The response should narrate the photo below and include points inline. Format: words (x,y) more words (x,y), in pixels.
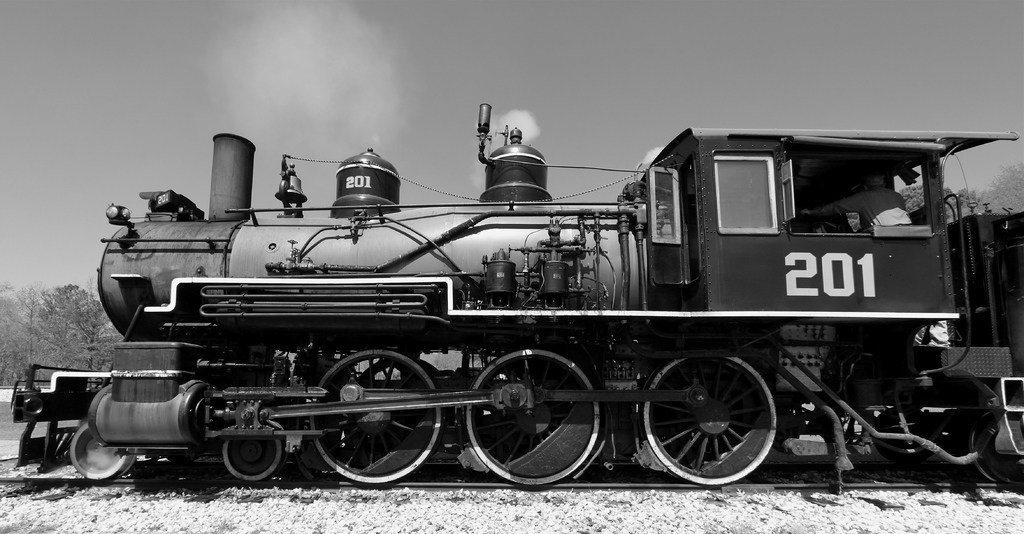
Here in this picture we can see train engine (344,200) present on the railway track (897,469) and we can also see person (852,208) sitting in that and we can see the smoke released by the engine (110,435) and beside that in the far we can see plants (71,346) and trees (67,340) present and we can see the sky (774,125) is clear and this is a black and white image.
